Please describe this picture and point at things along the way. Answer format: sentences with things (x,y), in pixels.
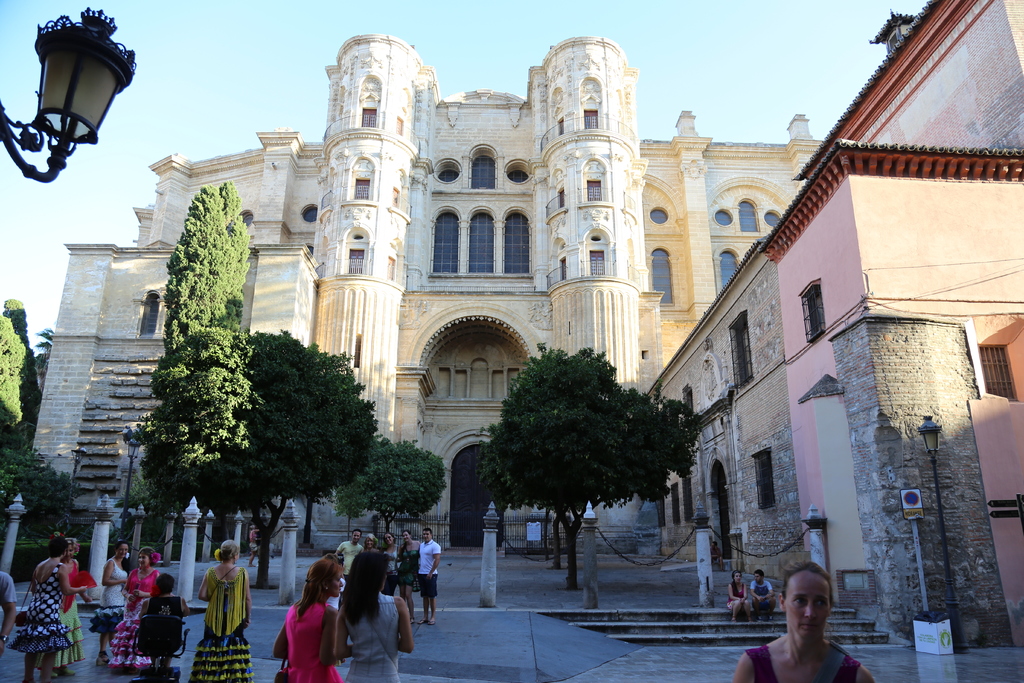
There are people (396,552) and poles (101,540) present at the bottom of this image (303,610). We can see trees (654,469) and buildings (806,435) in the middle of this image (483,392) and the sky (299,87) is in the background (98,154).
